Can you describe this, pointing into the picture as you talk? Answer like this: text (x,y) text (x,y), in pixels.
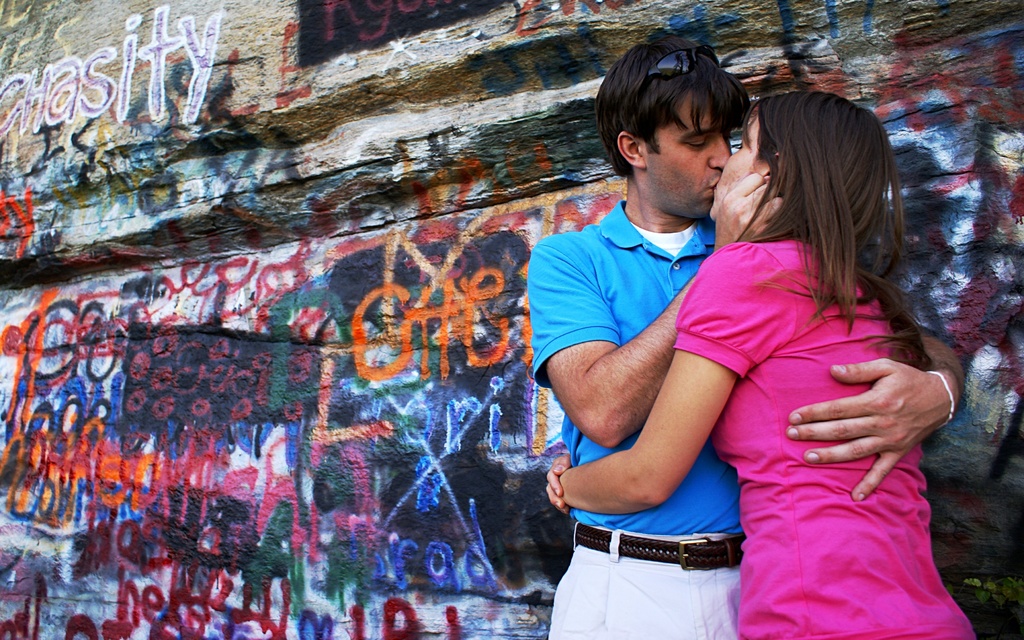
In this image I can see two persons (868,384) on the right side (807,134) and I can see both of them are kissing. I can see one of them is wearing a pink colour top (730,357) and one is wearing a blue colour t shirt (607,237), a white pant (667,572) and a black belt (644,555). Behind them I can see the wall (276,204) and on it I can see different types of spray paintings (351,367).
